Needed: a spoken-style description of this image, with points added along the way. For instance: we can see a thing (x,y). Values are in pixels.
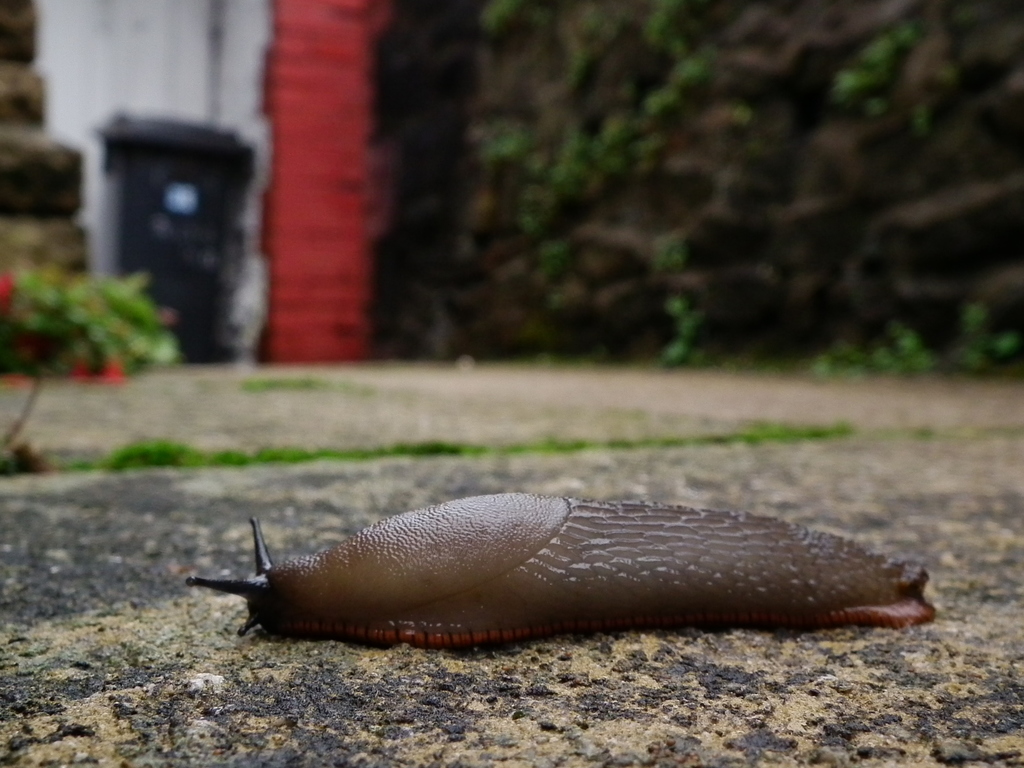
At the bottom of this image (591,534), there is a slug (263,552) on the ground (908,651). In the background (956,210), there are a wall (325,326), a plant (70,317) and grass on the ground (632,391). And the background (52,204) is blurred.
